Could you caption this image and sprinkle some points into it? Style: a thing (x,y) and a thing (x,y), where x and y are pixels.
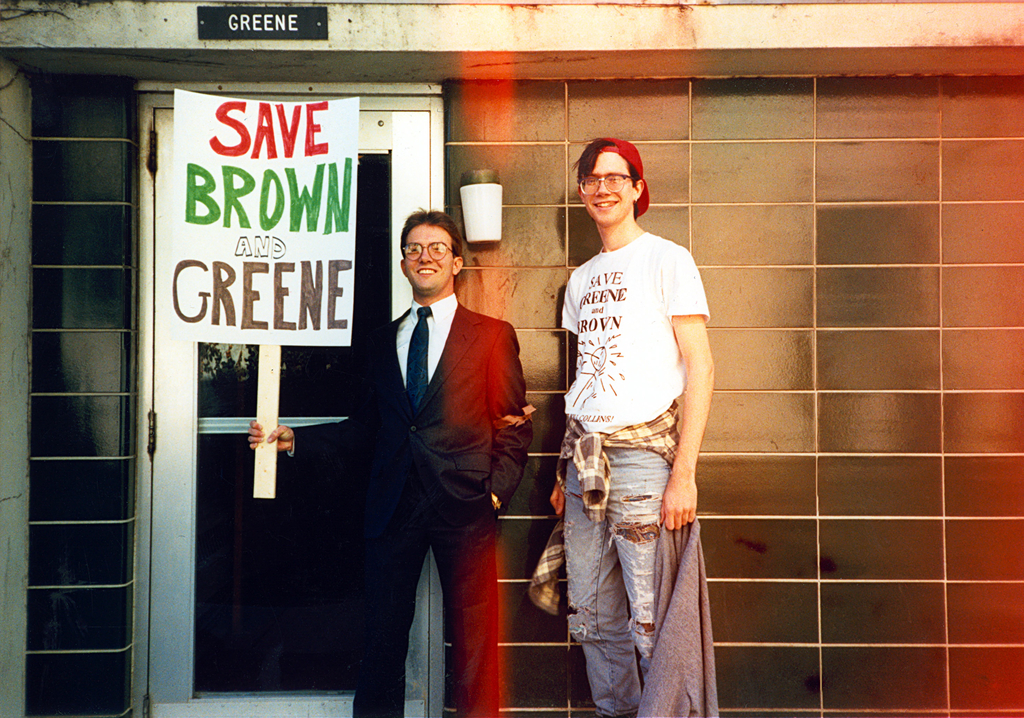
In this picture we can see a person (369,553) holding a name board (226,325) with a stick (276,360) in his hand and smiling. There is a man (582,400) standing and smiling. We can see a light (485,238) and a door (318,473) on this building (139,113). There is a text (254,18) on a nameplate (282,33) which is visible on the building (752,39).
